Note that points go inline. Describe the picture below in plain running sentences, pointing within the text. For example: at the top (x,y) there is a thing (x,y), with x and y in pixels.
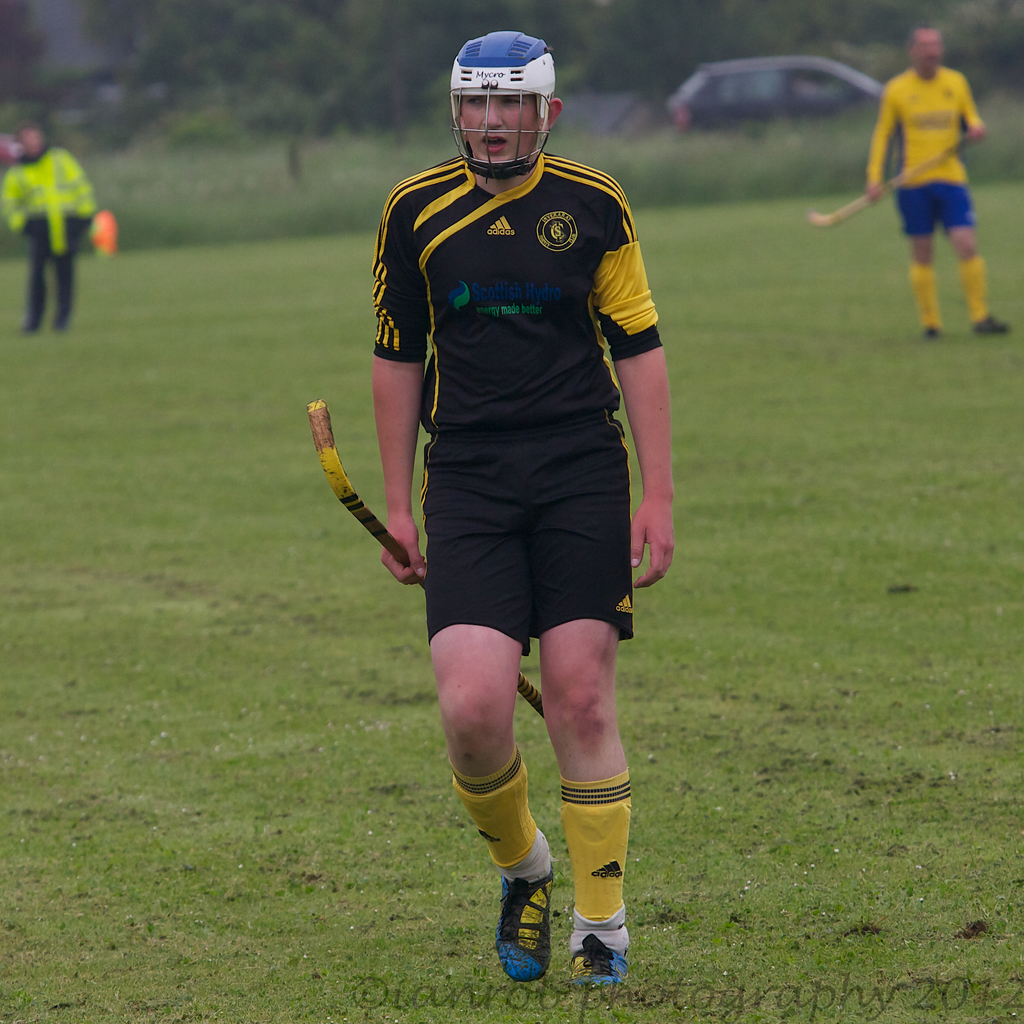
This is an outside view. At the bottom of the image (785,878) I can see the grass (721,644). In this image I can see three people (579,289), two wearing t-shirts (458,290), shorts (525,557) and all standing. The man (502,366) who is in the foreground (529,474) is holding a stick (348,507) in the hand (414,572) and wearing helmet (525,77) to the head (485,107). In the background (755,80), I can see a car (772,80) and trees (248,58).
